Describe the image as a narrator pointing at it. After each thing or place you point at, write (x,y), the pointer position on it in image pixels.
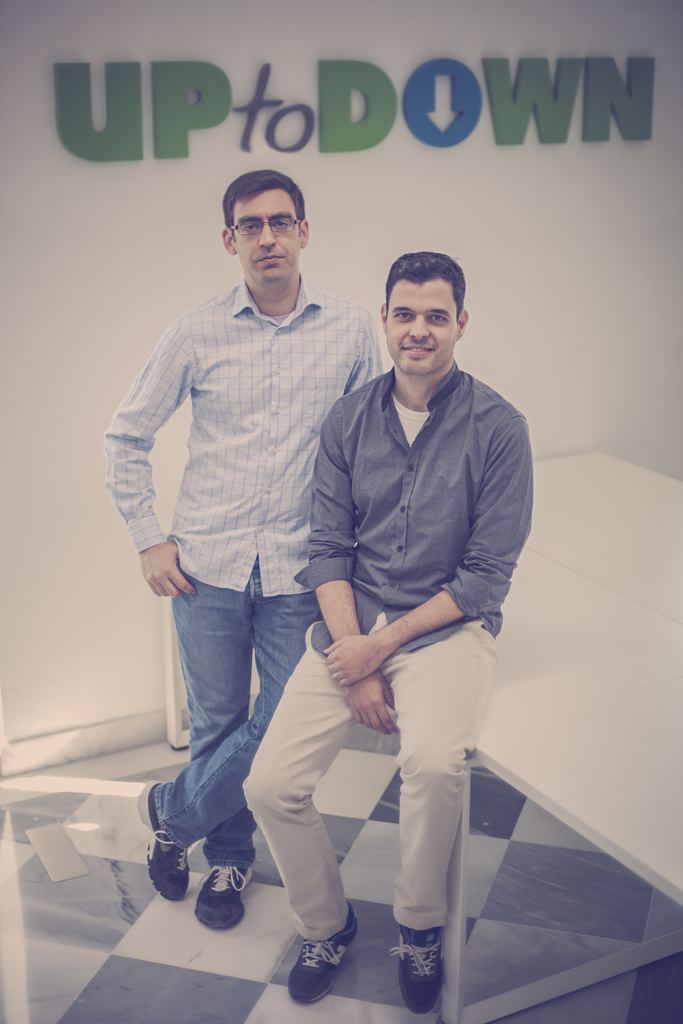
This is an inside view. In the middle of the image (336,431) there are two men (344,412) giving pose for the picture. The man (414,514) who is on the right side (463,419) is sitting on a table (536,665) and smiling. Another man (290,423) is standing beside him. At the bottom (120,926), I can see the floor (116,945). In the background (351,189) there is a wall (186,174) on which few letter blocks (178,107) are attached.
